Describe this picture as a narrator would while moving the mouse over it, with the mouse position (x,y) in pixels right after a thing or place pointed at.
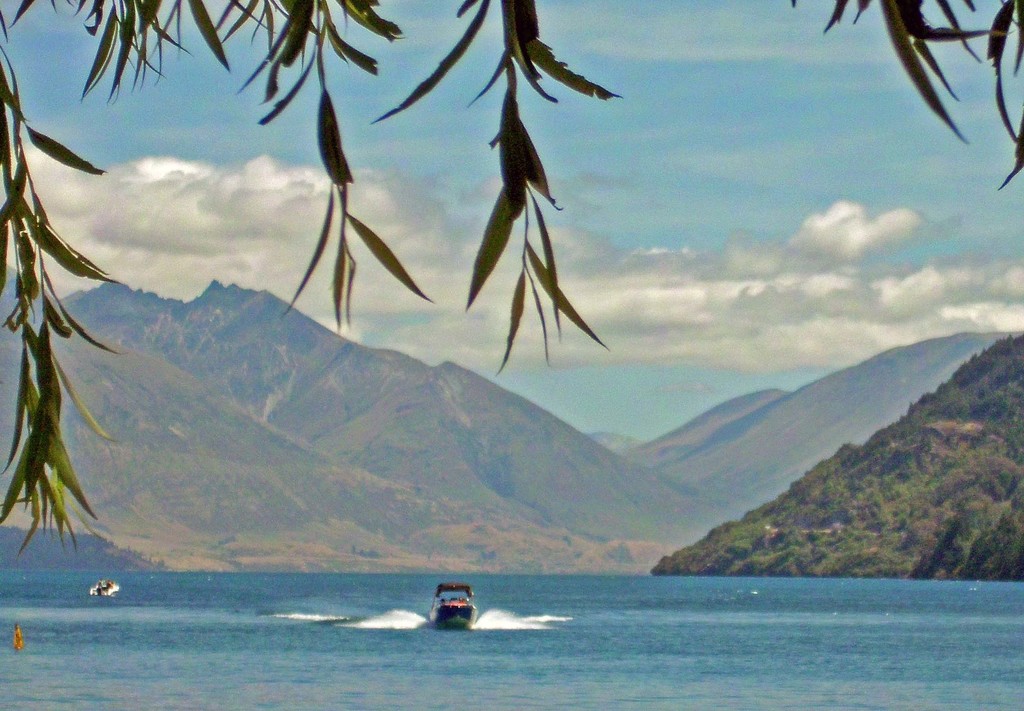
There are boats (465,595) on the water (530,605). Here we can see trees (1021,496) and mountains (265,380). In the background (849,286) there is sky (653,235) with clouds (603,244).
